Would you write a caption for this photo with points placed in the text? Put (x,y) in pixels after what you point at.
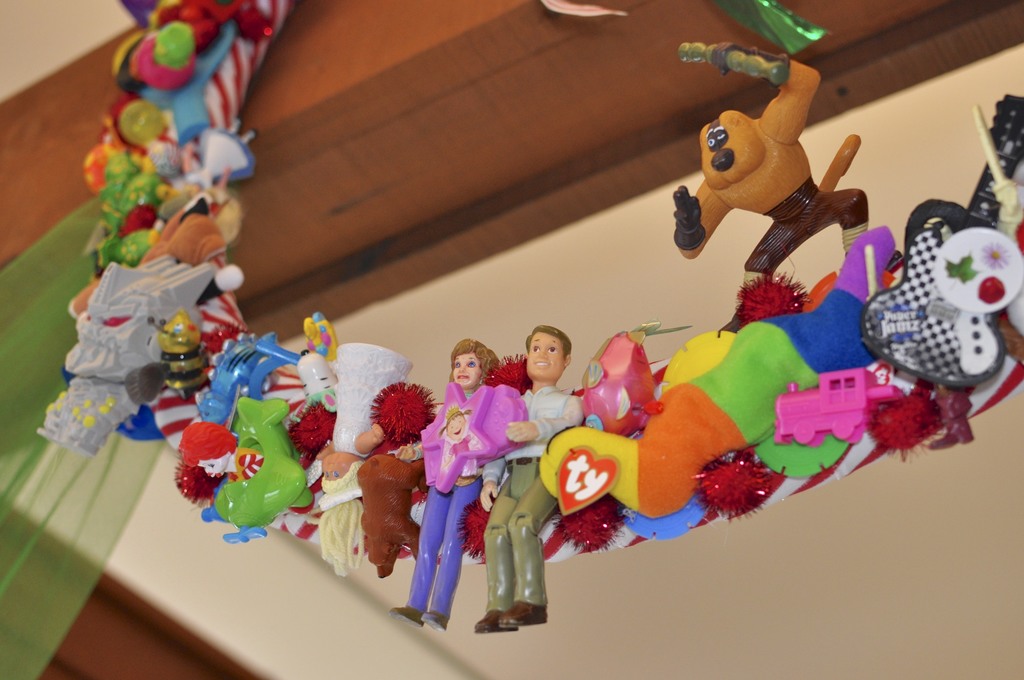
This is the picture of a room (513,587). In this image there are different types of toys (537,409) and there is a green color ribbon (43,288) to the object (672,433). At the top (420,158) there is a wooden roof (400,136) and there is a wall (603,296).
